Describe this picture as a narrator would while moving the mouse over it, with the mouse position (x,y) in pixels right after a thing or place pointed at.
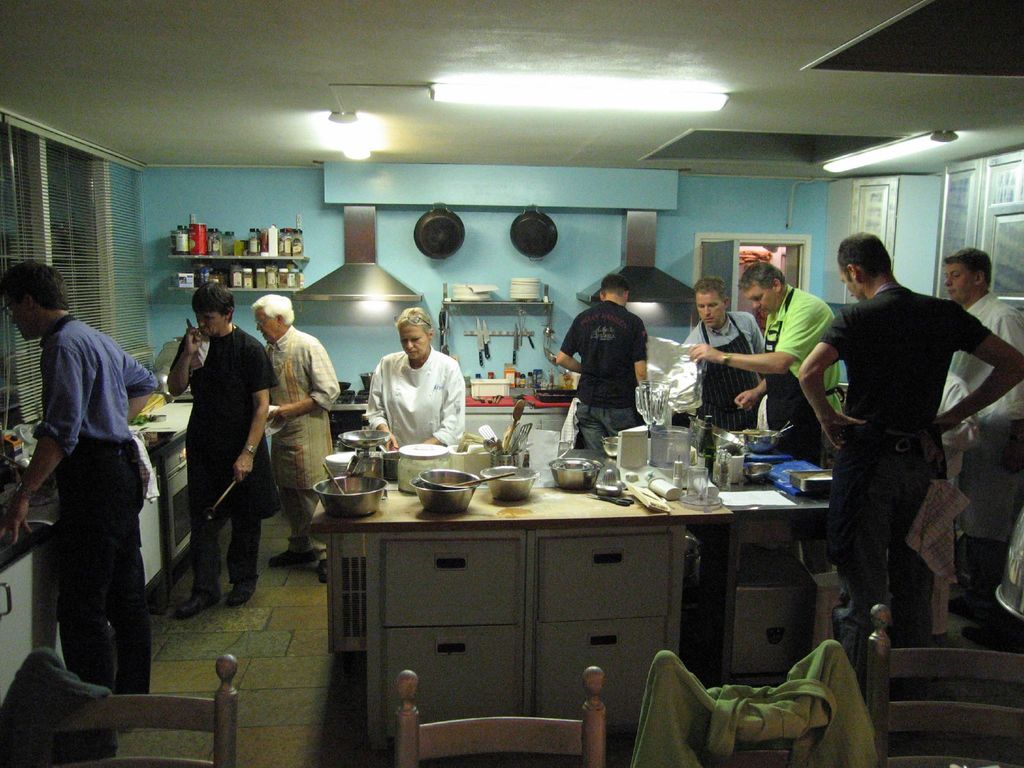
In this image we can see there are people (726,353) standing on the floor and there are chairs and clothes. And we can see the table (796,497) with racks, on that there are bowls (444,482), bottles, spoons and few objects (652,500). At the back (399,221) we can see the wall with racks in that there are bottles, pan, plates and a few objects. And there are windows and lights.
